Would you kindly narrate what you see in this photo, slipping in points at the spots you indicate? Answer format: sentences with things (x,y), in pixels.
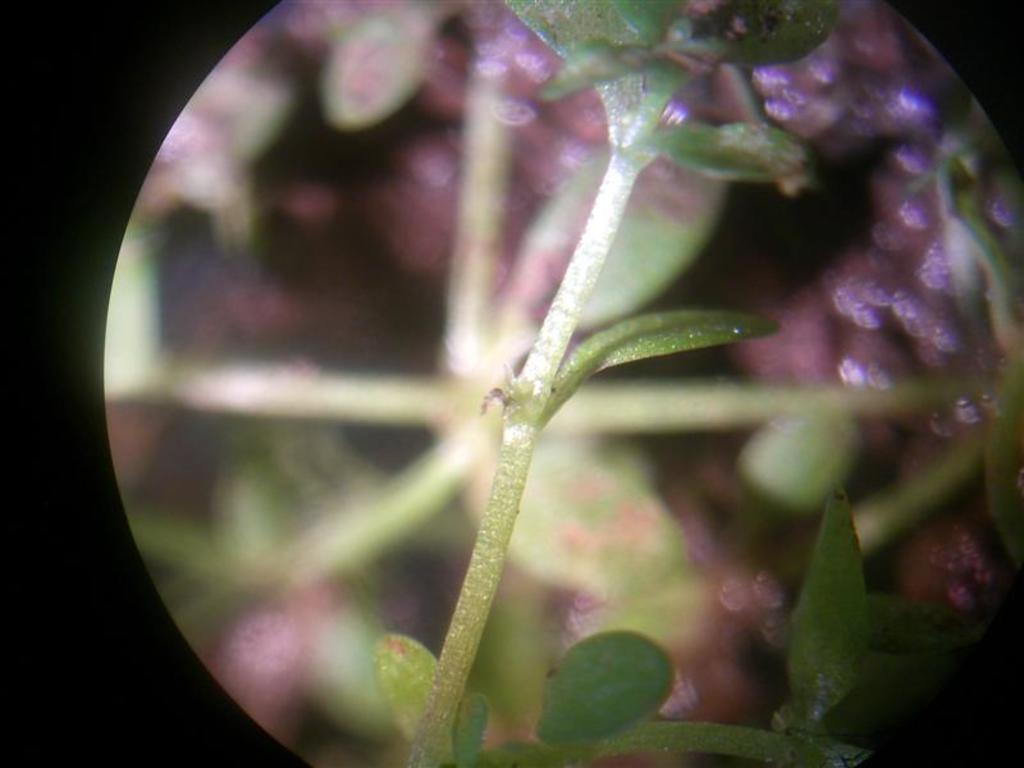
In this image, we can see a plant (570,710) on the blur background.
